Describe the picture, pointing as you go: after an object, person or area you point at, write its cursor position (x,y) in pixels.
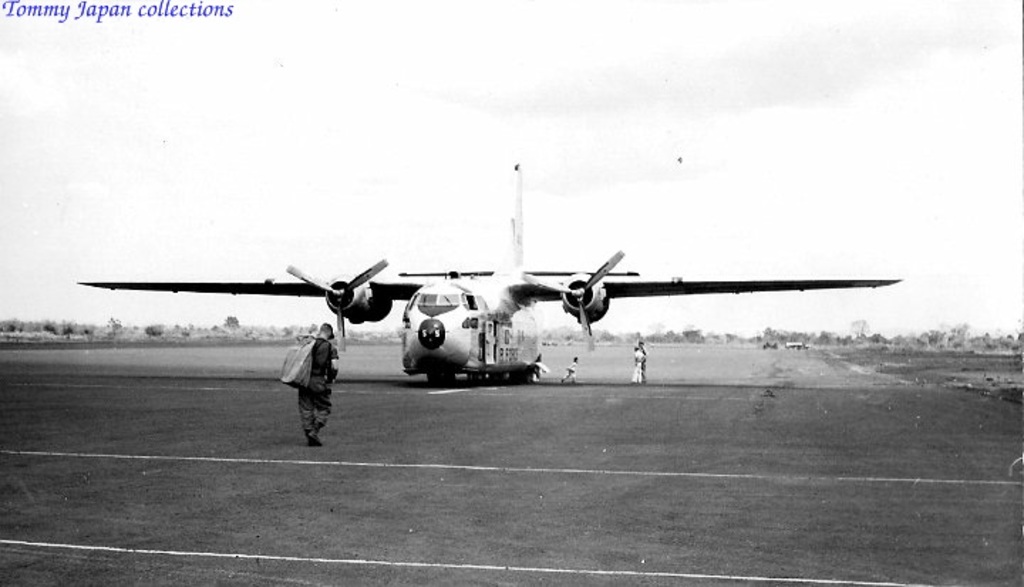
In this image I can see few persons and I can also see an aircraft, background (122,203) I can see few trees (51,330) and the sky (864,259) and the image is in black and white.
